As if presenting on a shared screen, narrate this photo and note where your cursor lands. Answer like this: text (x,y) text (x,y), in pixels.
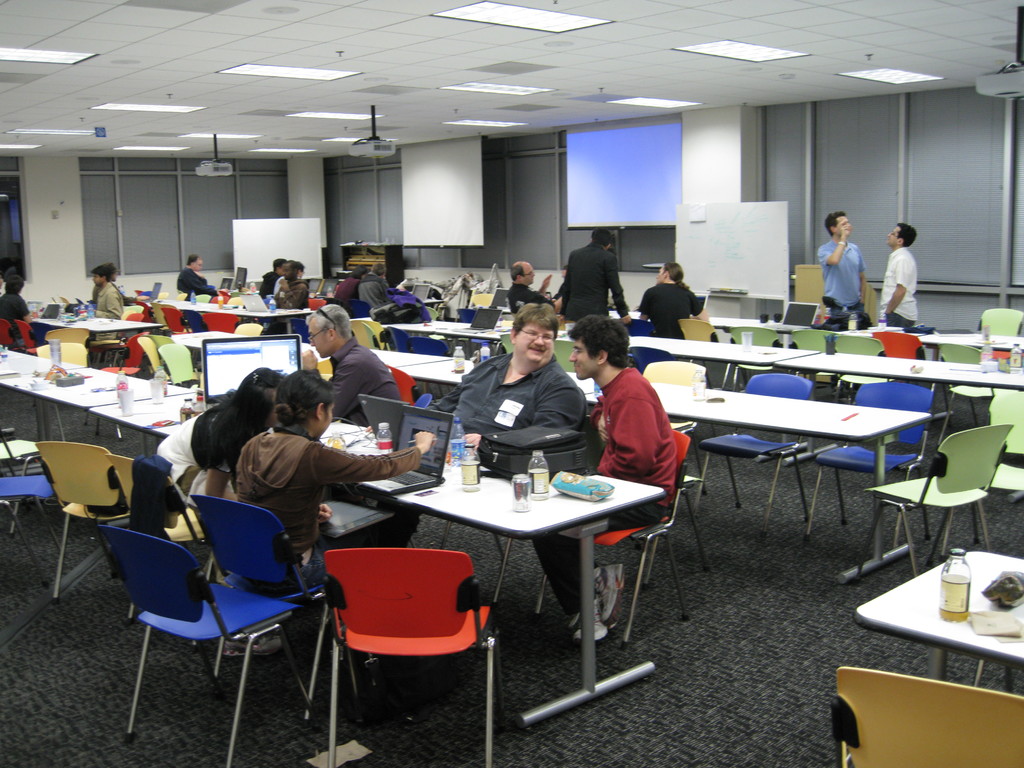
In this picture there are group of people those who are sitting on the chairs (74,360), in the rows of tables (142,388), there are some bottles (188,414), glasses (160,393), and papers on the tables (200,305) and there is a white color ceiling (77,17) on the roof (343,132), there is a window (546,172) at the left side of the image (168,229) around the area and there is a projector screen (624,186) at the right side of the image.
